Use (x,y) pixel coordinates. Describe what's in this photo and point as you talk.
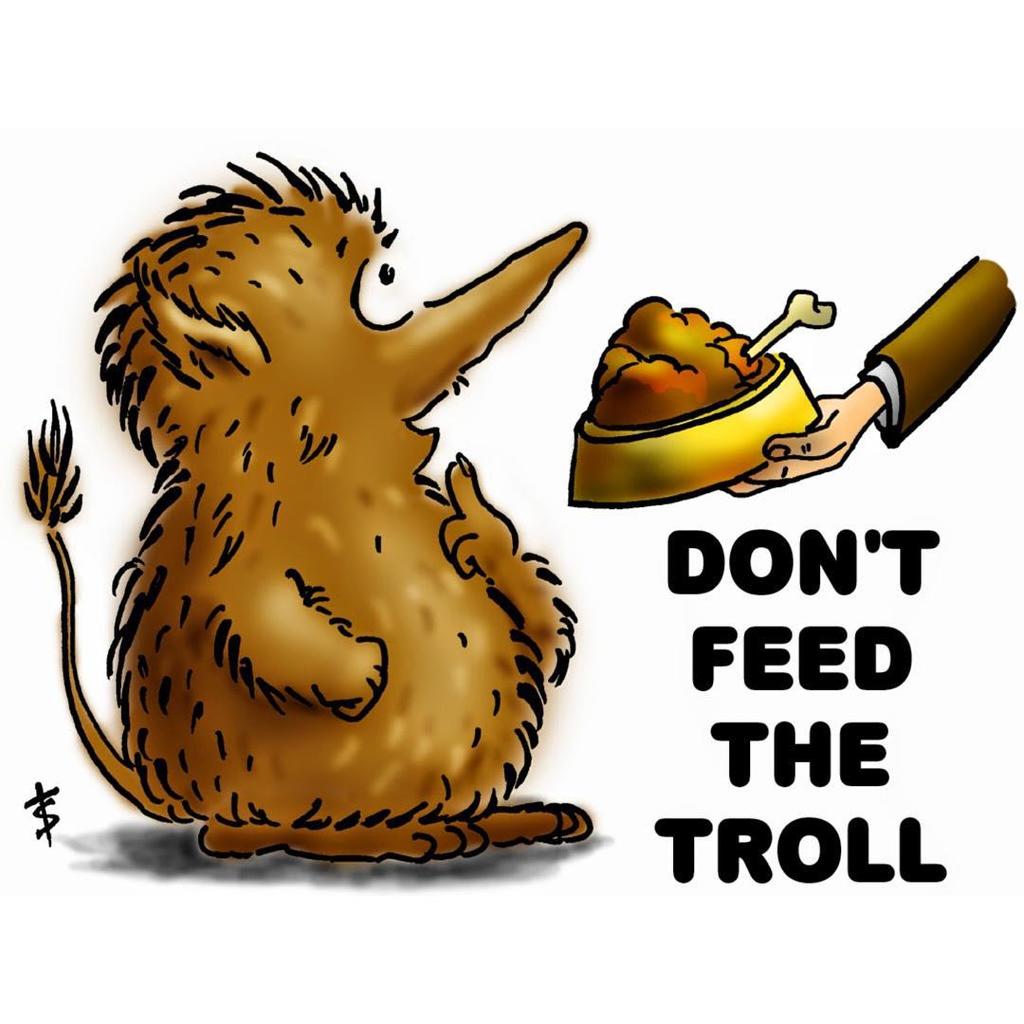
In the picture we can see a cartoon image of a furry creature (394,579) with tail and front of it, we can see a person's hand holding a food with bone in it and under the hand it is written as don't feed the troll.
